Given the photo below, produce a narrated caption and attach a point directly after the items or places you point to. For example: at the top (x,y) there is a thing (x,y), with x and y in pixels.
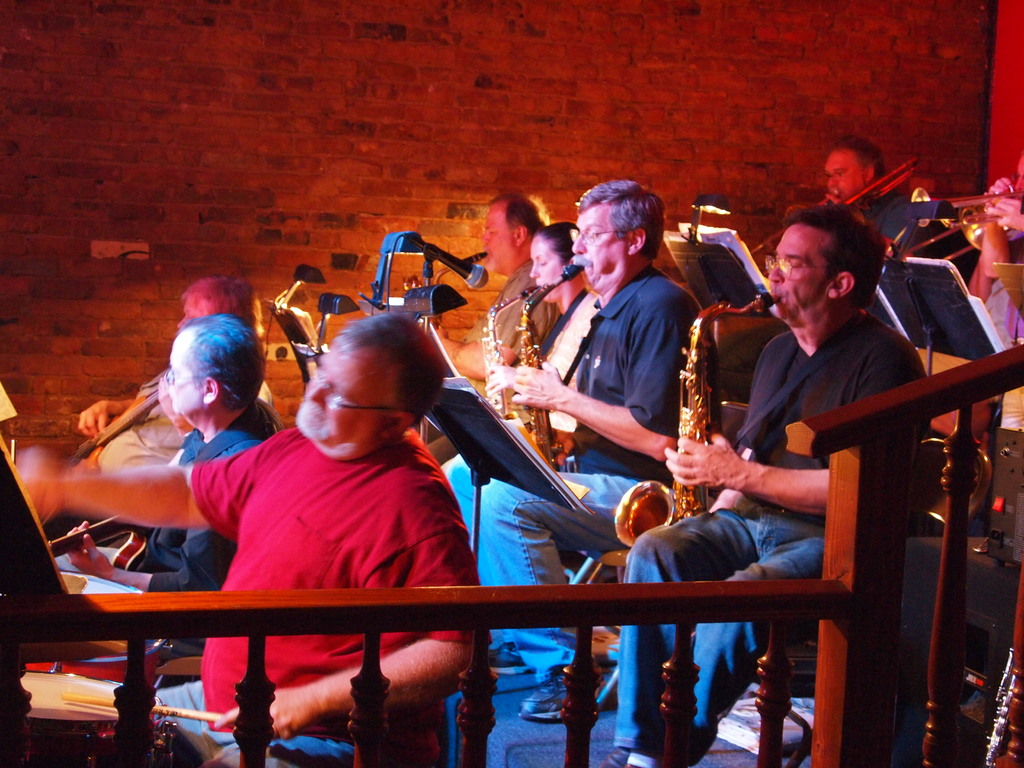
In the picture we can see some people (562,648) are sitting on the chairs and playing a musical instrument (75,667) and beside them, we can see a railing (854,427) and in the background (152,239) we can see a wall (248,244) with bricks (365,210).
